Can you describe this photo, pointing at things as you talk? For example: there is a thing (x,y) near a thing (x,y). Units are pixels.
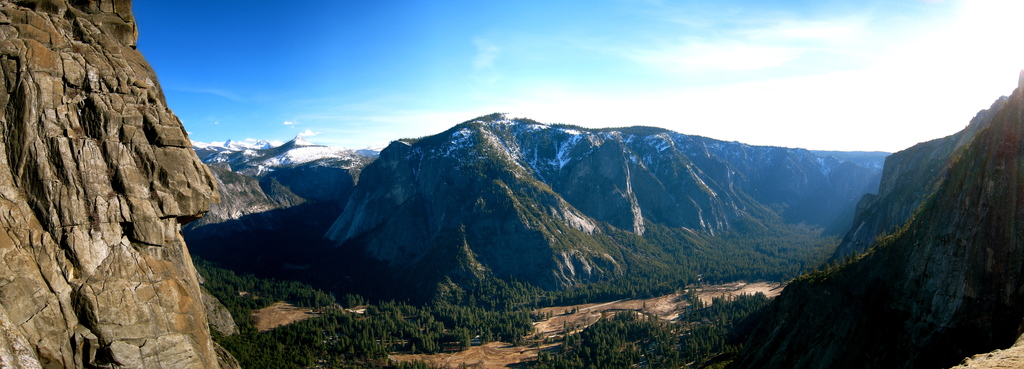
In this image we can see the trees (495,303), hills (854,218) and also the mountains (255,146). We can also the sky (583,32) with the clouds (738,69).
